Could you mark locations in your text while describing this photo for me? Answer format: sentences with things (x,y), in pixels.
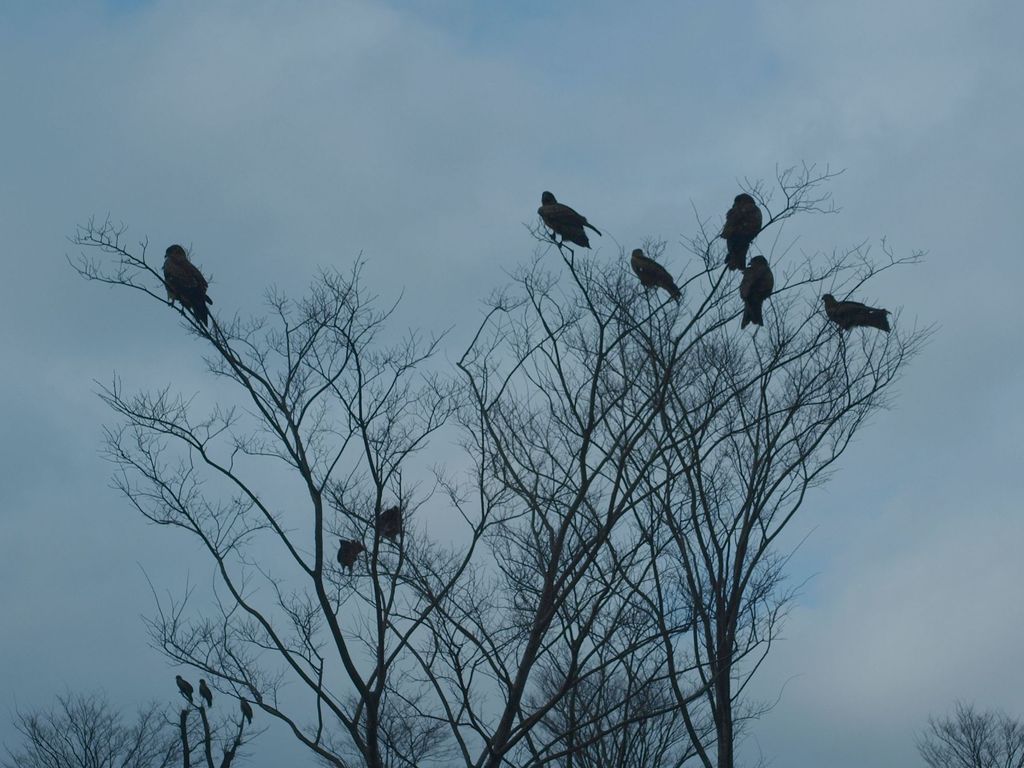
In this picture we can see many birds (172,280), sitting on the branches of different trees (329,320). Here the sky (392,436) is gloomy.
